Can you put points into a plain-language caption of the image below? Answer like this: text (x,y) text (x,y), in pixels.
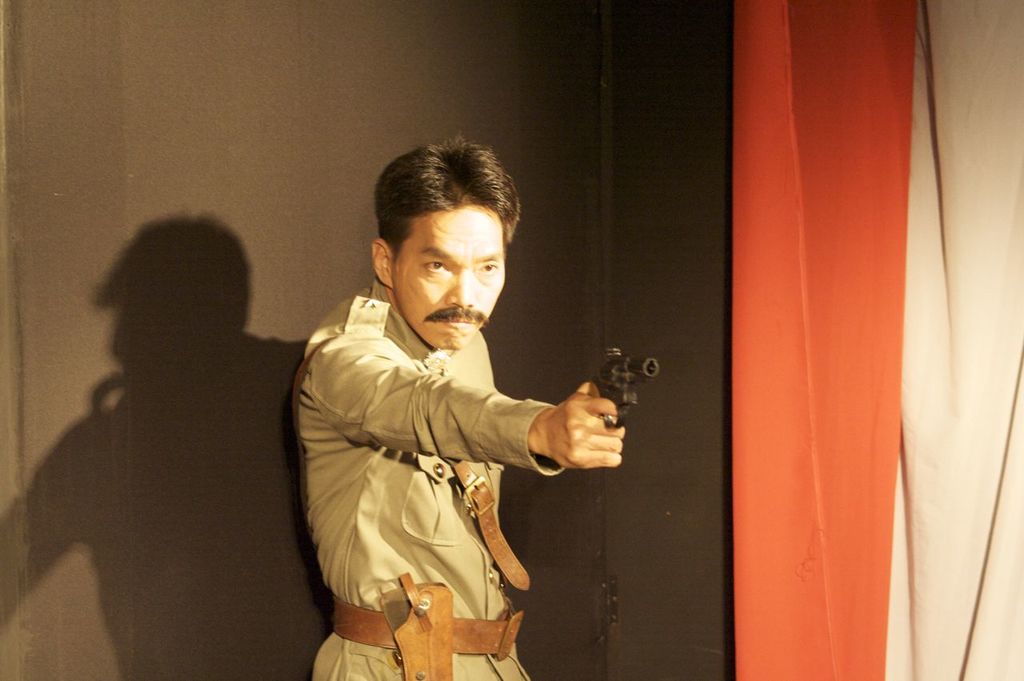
There is a man (363,429) standing, he is wearing a police dress (399,414) and holding a gun (628,376).
